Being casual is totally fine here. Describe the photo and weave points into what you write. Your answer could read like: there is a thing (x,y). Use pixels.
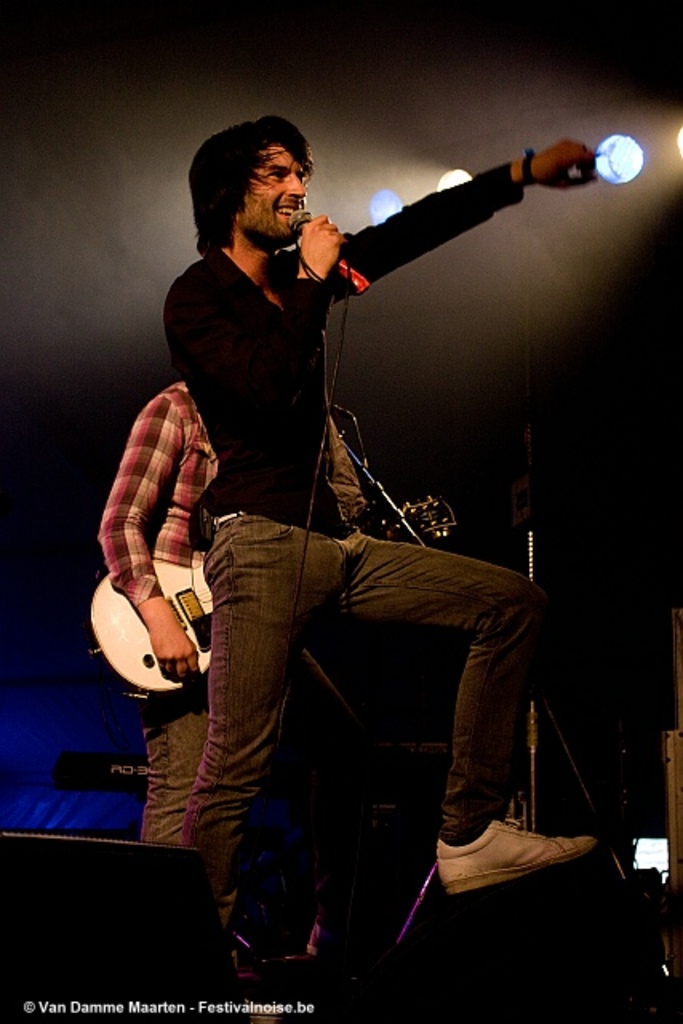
A man (288,305) holding a mic (298,228), pointing at the audience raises hand (559,161). He holds mic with a right hand (305,237) and he also raises his left leg (511,584). Behind him there is a guitarist (166,604) playing the guitar (143,648). In front of the singer (217,843) there is a speaker (86,864). On the top (614,139) there are lights (604,153) which are pointing at the singer (287,211).
